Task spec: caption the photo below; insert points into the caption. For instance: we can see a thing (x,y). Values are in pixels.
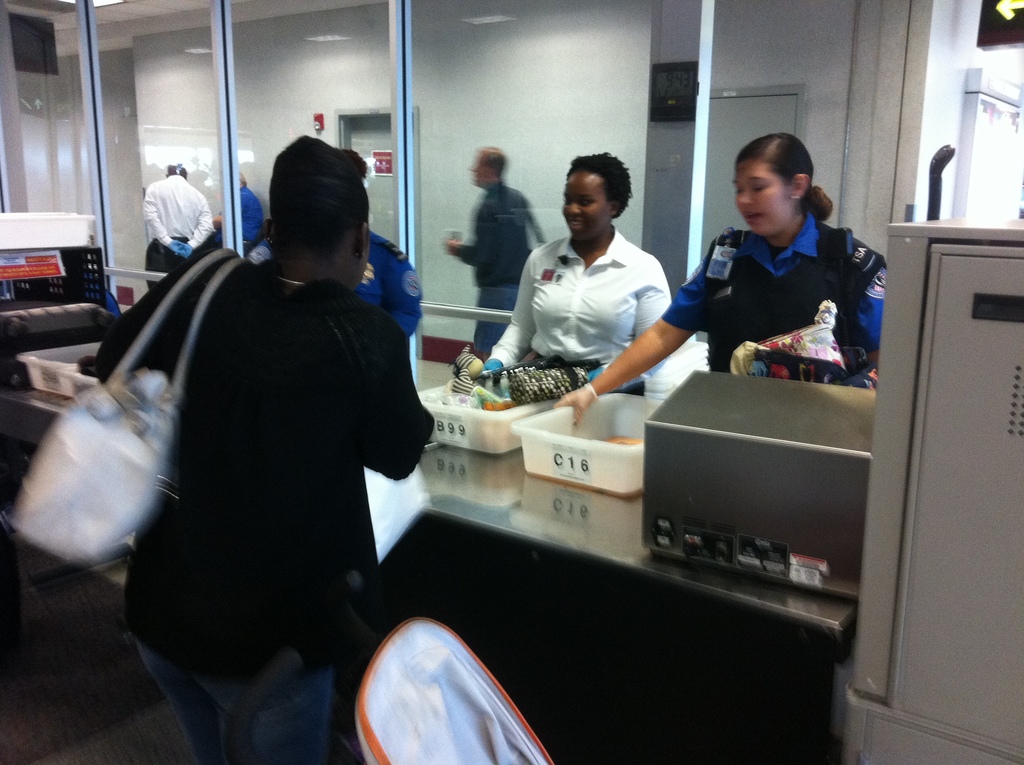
In the picture I can see a woman (341,222) standing on the floor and she is carrying a bag (113,521). I can see the plastic boxes (541,453) on the metal table (498,481). I can see a woman (849,231) on the right side (873,291) and looks like she is wearing a safety jacket (775,290). In the background (268,206), I can see the glass window (435,139) and there are three persons (485,216) walking on the floor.
